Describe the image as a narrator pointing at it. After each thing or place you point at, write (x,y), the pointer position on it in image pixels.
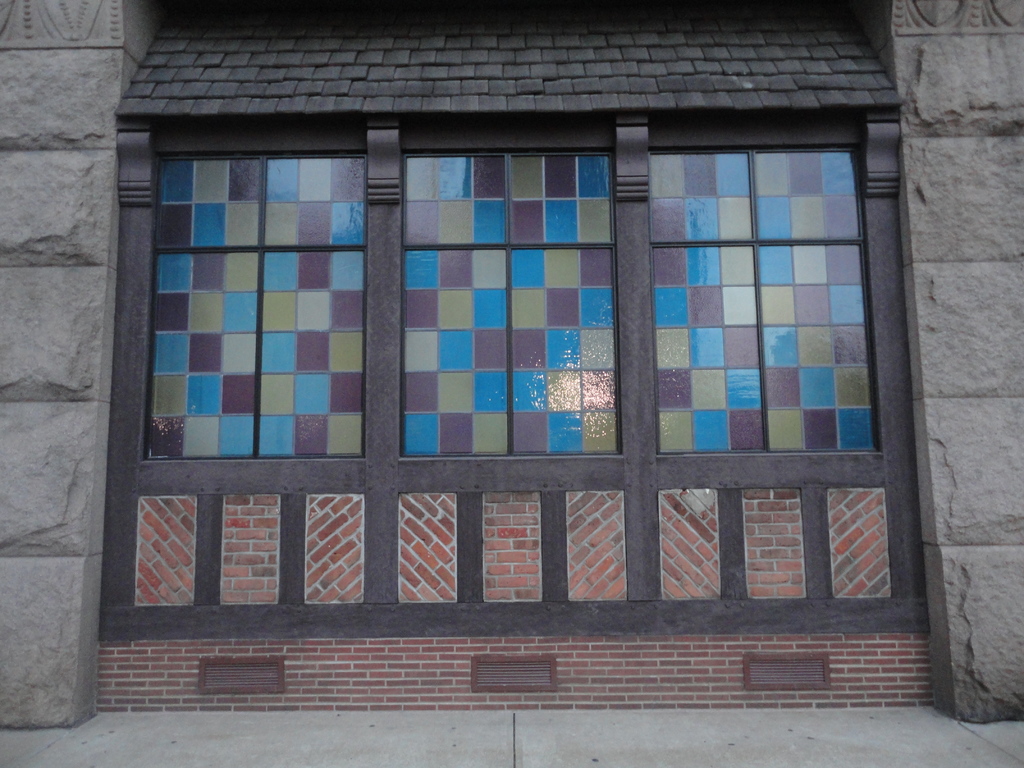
Here I can see a window (524,342) to the wall (966,250). The window (526,311) is painted with multiple colors.
